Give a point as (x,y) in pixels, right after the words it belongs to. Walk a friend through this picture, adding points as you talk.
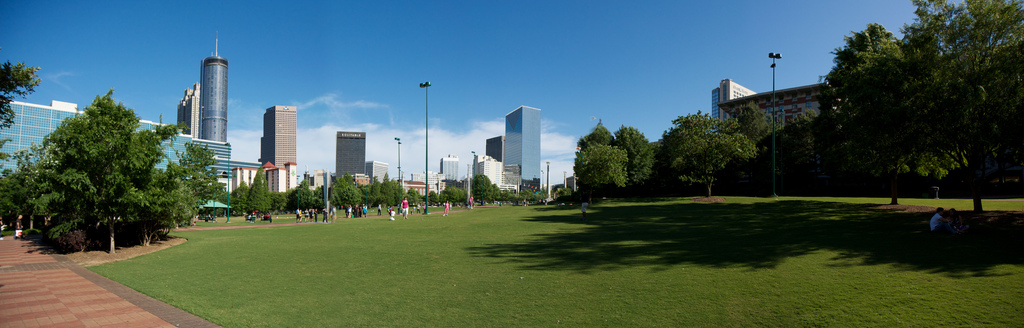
This picture is taken from the outside of the city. In this image, on the right side (972,76), we can see some trees (914,147) and plants (937,179). On the right side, we can also see a person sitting on the grass (939,285). On the left side (168,208), we can also see some trees (184,215) and plants (172,205). In the middle of the image (426,183), we can see a group of people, street light (399,147). In the background (161,162), we can see some buildings (266,162), towers (223,124), trees (519,196). At the top (480,35), we can see a sky (498,47), at the bottom (664,294), we can see a grass (295,310) and a floor (65,303).
